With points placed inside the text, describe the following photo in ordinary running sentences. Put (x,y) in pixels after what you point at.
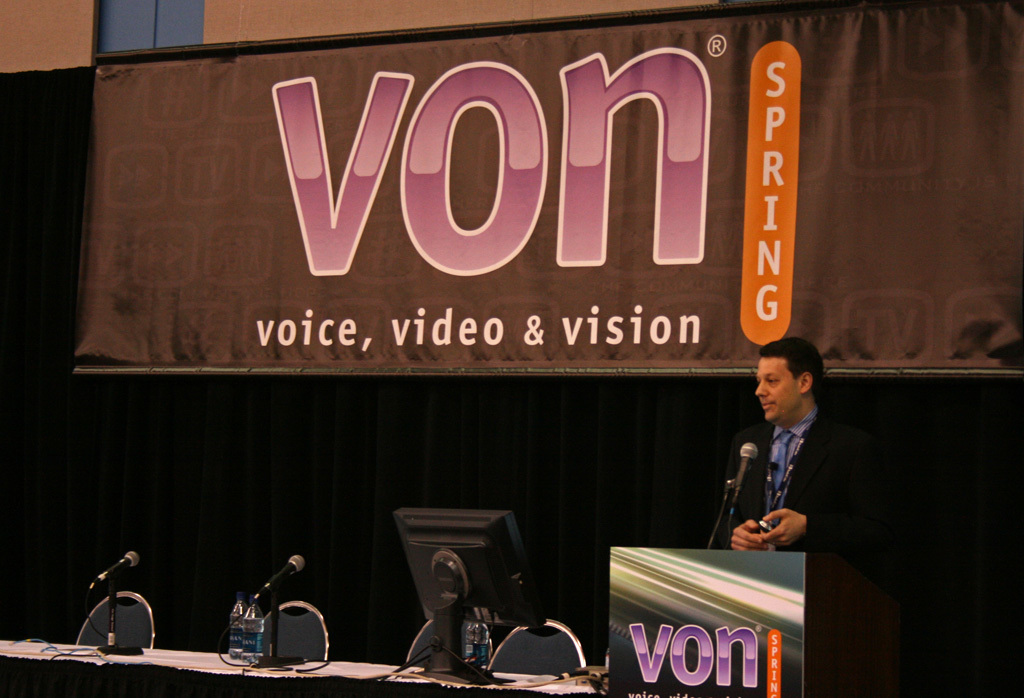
On the right side of the image (784,422) we can see a man (858,539) is standing behind the podium (820,589) and talking. On the podium (782,563), we can see the text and mic (750,450) with stand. At the bottom of the image (114,694) we can see a table (49,673). On the table (93,673) we can see the papers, bottles (251,606), screen (467,622), mics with stands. In the background of the image (372,660) we can see the wall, chairs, banner (231,232). In the top left corner (130,7) we can see the window (191,22).
